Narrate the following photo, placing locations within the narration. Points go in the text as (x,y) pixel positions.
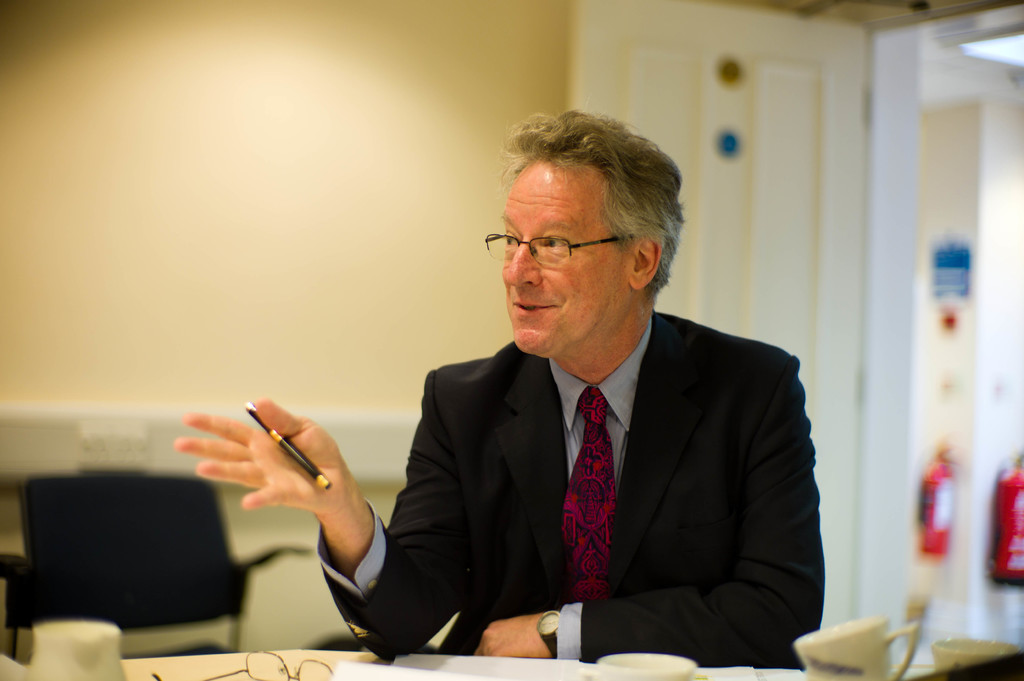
In this image in the front (448,665) there is a table (343,658) on the table (359,658) there are papers (426,664), there are cups (110,667), there is a spectacles (280,664) and in the center (563,420) there is a person (583,436) leaning on the table (234,668) and holding a pen (276,436) in his hand (283,418) and speaking. In the background (712,166) there is a door (759,225) and there is an empty chair (204,530) and on the right side (1007,495) there are fire extinguishers (1007,532) and there is a wall (326,201).
